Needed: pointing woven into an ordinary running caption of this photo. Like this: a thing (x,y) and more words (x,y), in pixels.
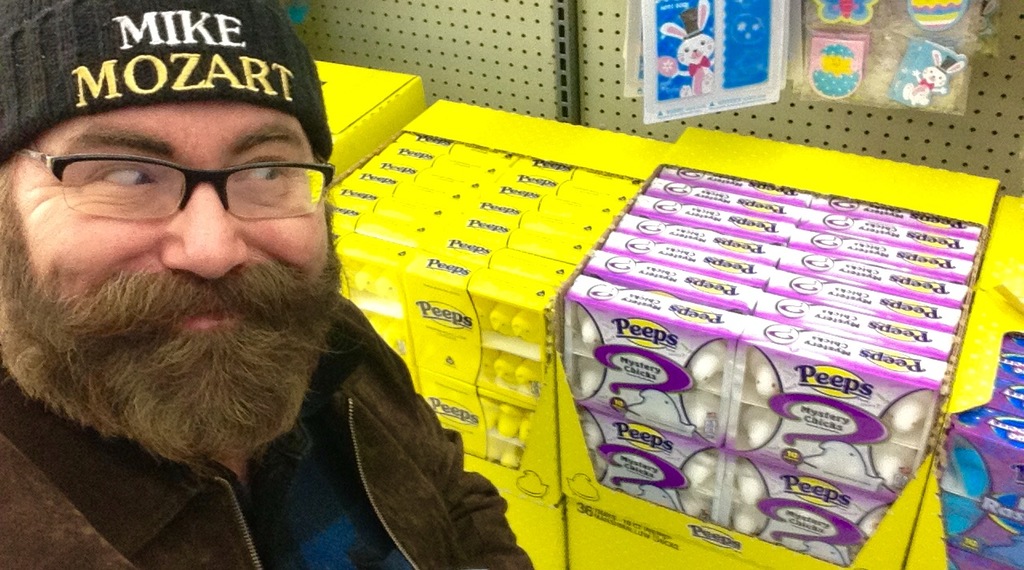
In this image I can see a person (187,208) on the left (185,99) wearing a cap (185,99) and spectacles (222,202). There are boxes (740,436) and few items (723,91) hanging at the back (763,78).
